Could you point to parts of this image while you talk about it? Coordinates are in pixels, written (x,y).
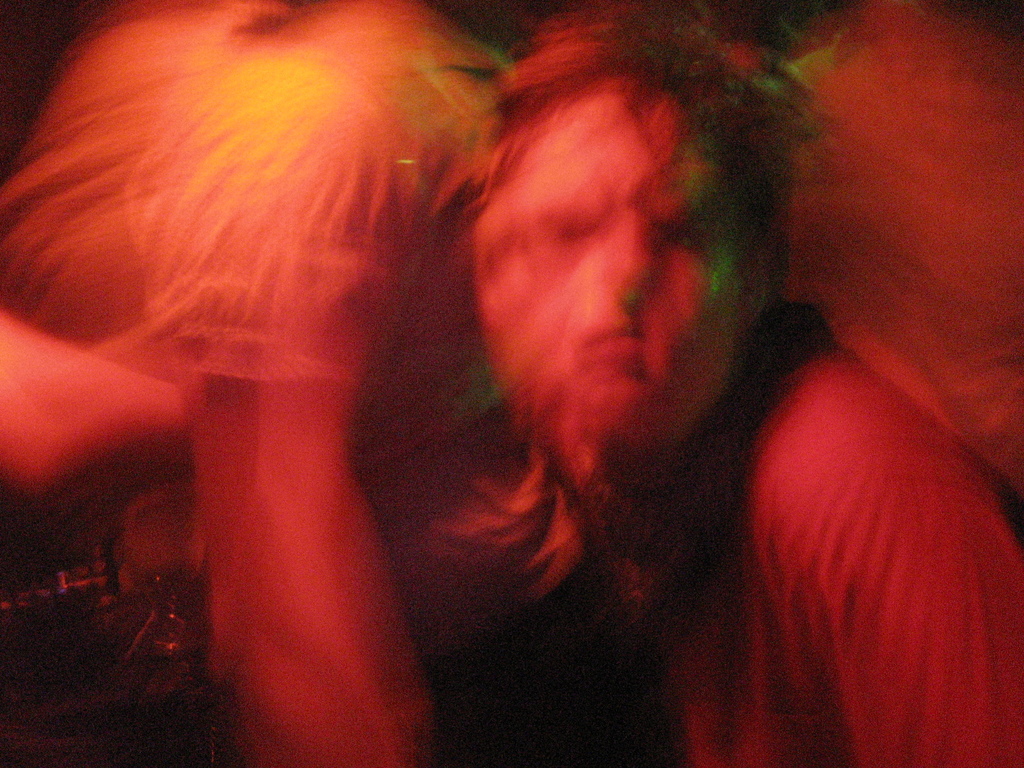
This picture is blurry. In this image there is a person (998,526) holding the other person (328,468).
